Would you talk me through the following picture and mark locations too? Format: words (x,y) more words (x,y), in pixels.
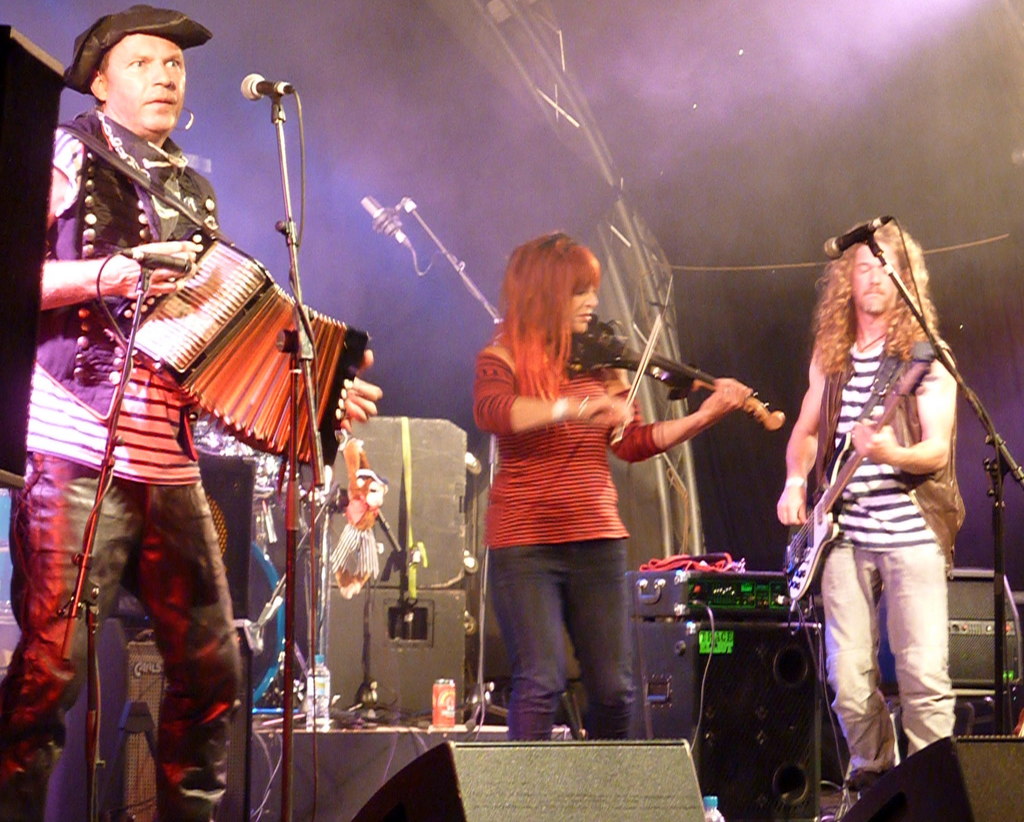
In the center of the image (579,472) we can see three persons (648,431) are standing and they are in different costumes (914,556) and they are holding some musical instruments (671,370). On the left side of the image (36,100), we can see an object (32,283). In front of them, we can see stands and microphones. In the background (421,537), we can see a water bottle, few musical instruments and a few other objects (411,689).
